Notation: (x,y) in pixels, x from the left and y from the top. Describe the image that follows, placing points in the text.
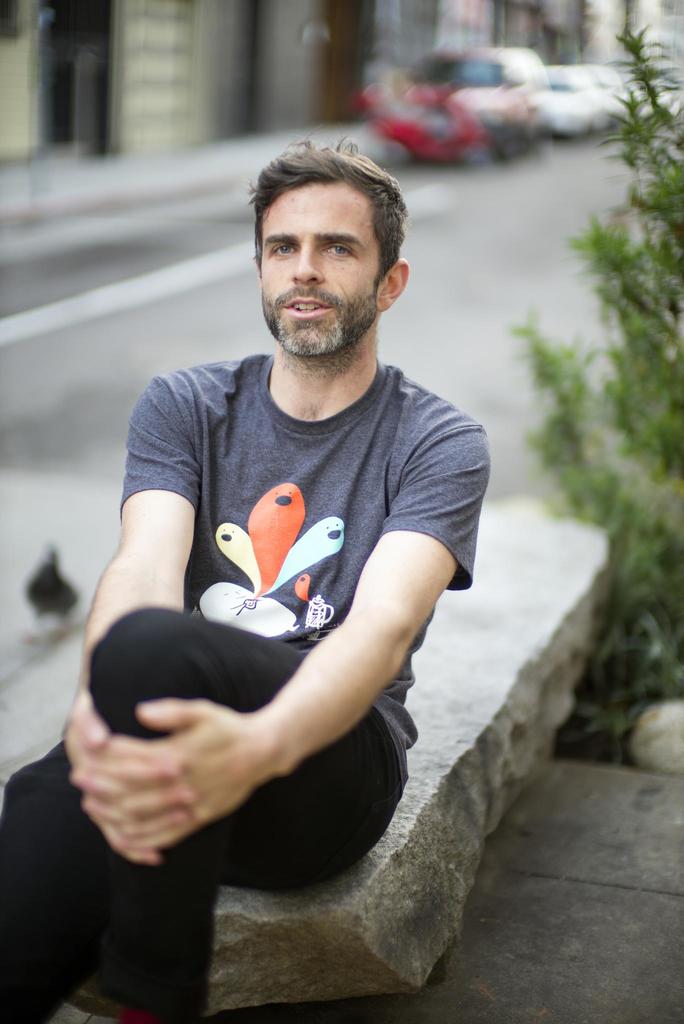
In this image, we can see a man (236,688) sitting on the stone (405,861) and in the background (531,320), there are plants (639,331) and some vehicles (448,98) on the road (439,223) and there are some buildings (290,32).
